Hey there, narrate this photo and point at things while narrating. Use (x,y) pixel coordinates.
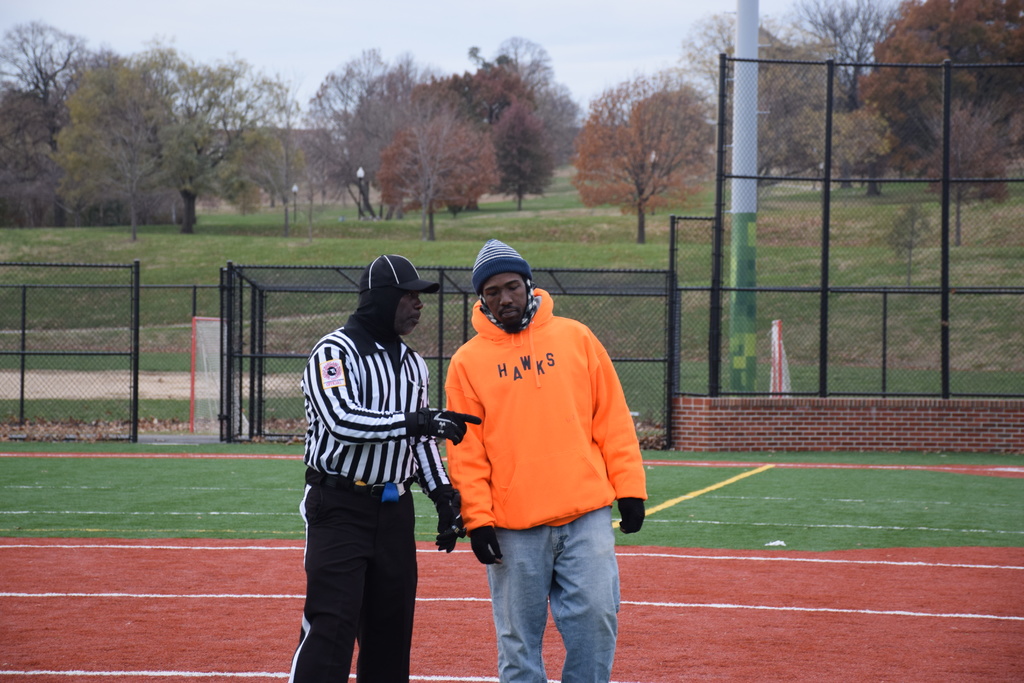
In the image there are two men (389,412) talking to each other on a ground (428,509) and behind them there is a fencing (229,287) and behind the fencing (215,291) there is a land (481,213) covered with a lot of grass (242,232) and there are many trees (526,115) around that grass surface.
